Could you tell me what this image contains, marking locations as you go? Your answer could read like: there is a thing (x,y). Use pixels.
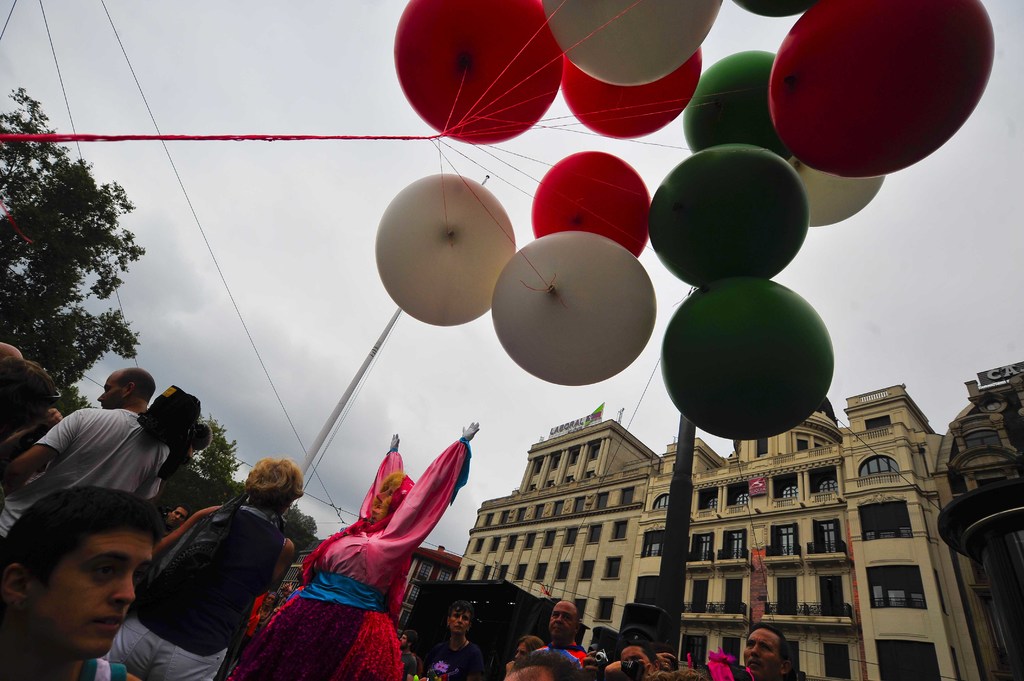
This image is taken outdoors. At the top of the image (228,96) there is a sky (237,115) with clouds (273,341) and there are a few balloons (732,152). In the background (82,300) there are a few trees (129,348) and there is a pole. On the right side of the image (771,514) there are a few buildings (850,579) with walls (898,634), windows (895,590), doors (786,591) and roofs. There are two boards (997,374) with text (1010,372) on them. At the bottom of the image (220,644) a few people (60,626) are standing.
